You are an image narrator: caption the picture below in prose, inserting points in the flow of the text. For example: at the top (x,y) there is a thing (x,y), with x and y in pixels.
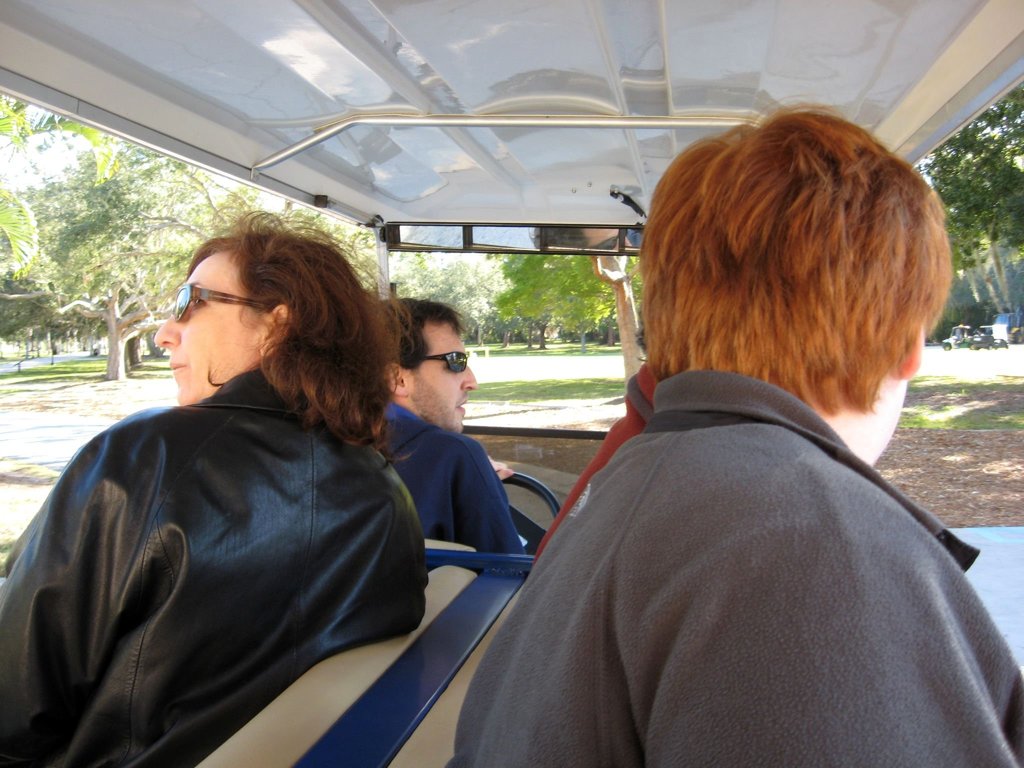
In this picture I can see there are three people (336,547) sitting in a vehicle (380,668) and they are wearing coats (734,537) and two of them are wearing sun glasses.
